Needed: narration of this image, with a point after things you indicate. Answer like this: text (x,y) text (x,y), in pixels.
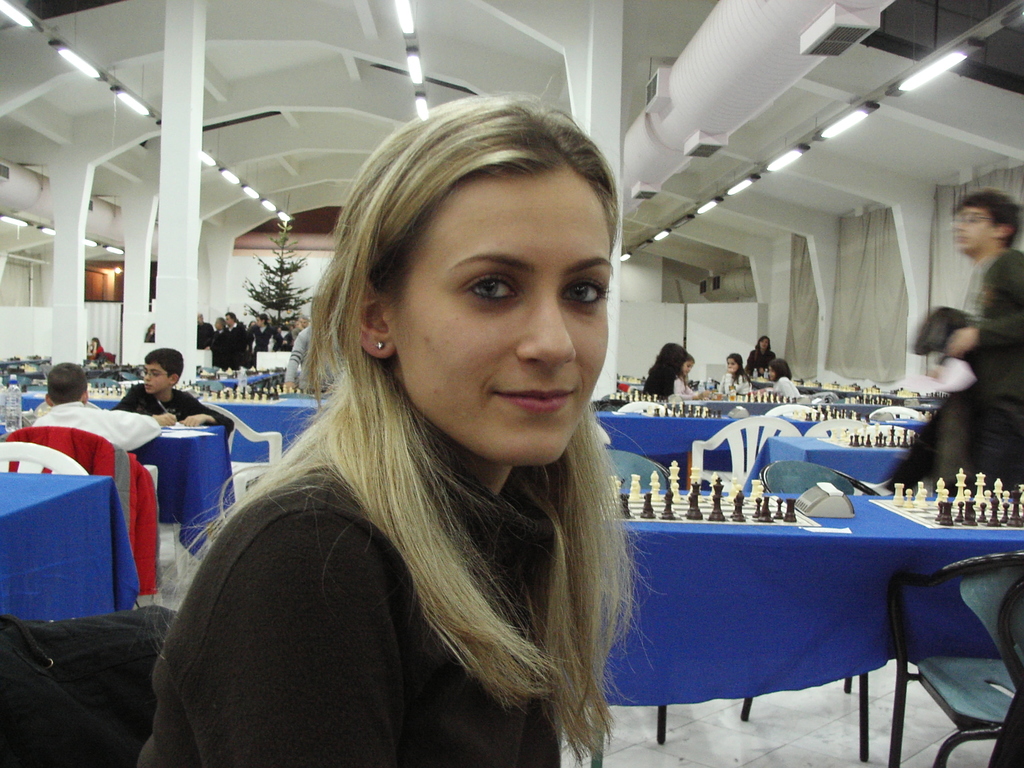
Front this woman (391,701) wore black dress (344,581) and smiling. Far there are table (729,535), on this table (750,535) there is a blue cloth (841,554), chess board (773,524), coins (733,516) and a meter reading (807,502). One person (985,440) is standing beside this table (915,525) and few persons (134,438) are sitting beside this tables (110,403). Far there is a tree (282,292). Lights (406,8) are attached to the ceiling (406,72).
